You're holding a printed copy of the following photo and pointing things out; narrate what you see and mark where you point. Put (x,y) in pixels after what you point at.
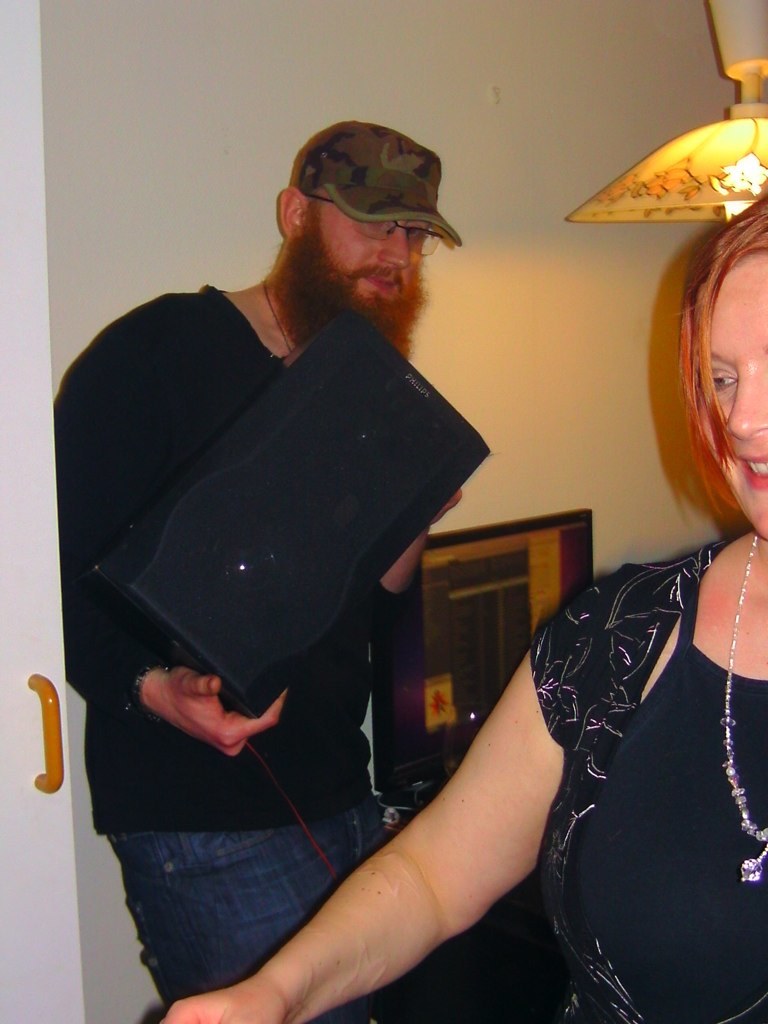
In the picture I can see a man (343,715) and a woman (643,869) are standing. The man (331,713) is holding an object (257,709) in hands (254,722). In the background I can see a wall (472,288), a door (1,770), a light lamp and some other objects (478,651).
